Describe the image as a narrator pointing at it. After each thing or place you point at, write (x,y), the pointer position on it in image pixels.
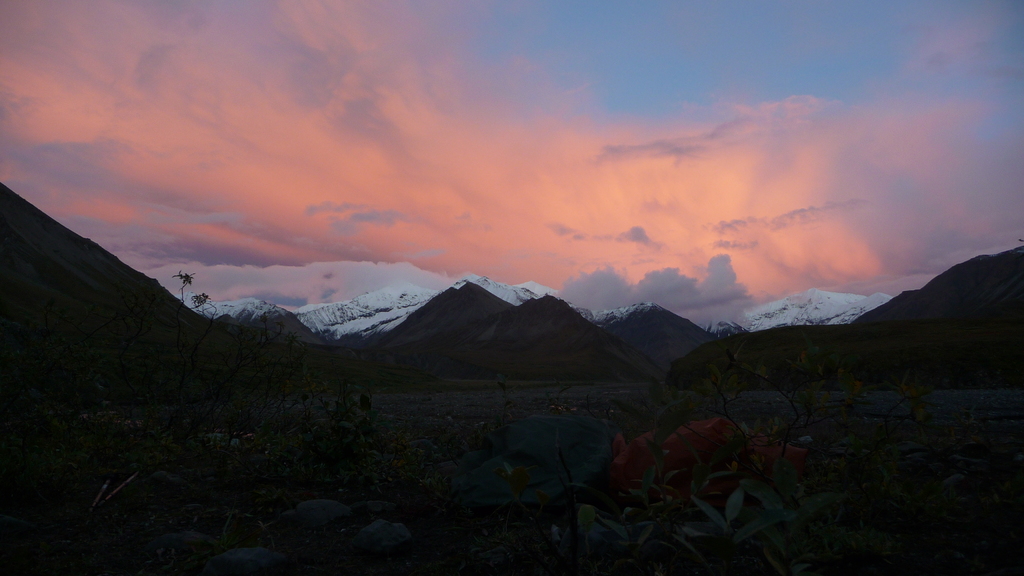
In this image, I can see the plants (312,428) and the snowy mountains (398,321). In the background (267,167), there is the sky (691,182).
